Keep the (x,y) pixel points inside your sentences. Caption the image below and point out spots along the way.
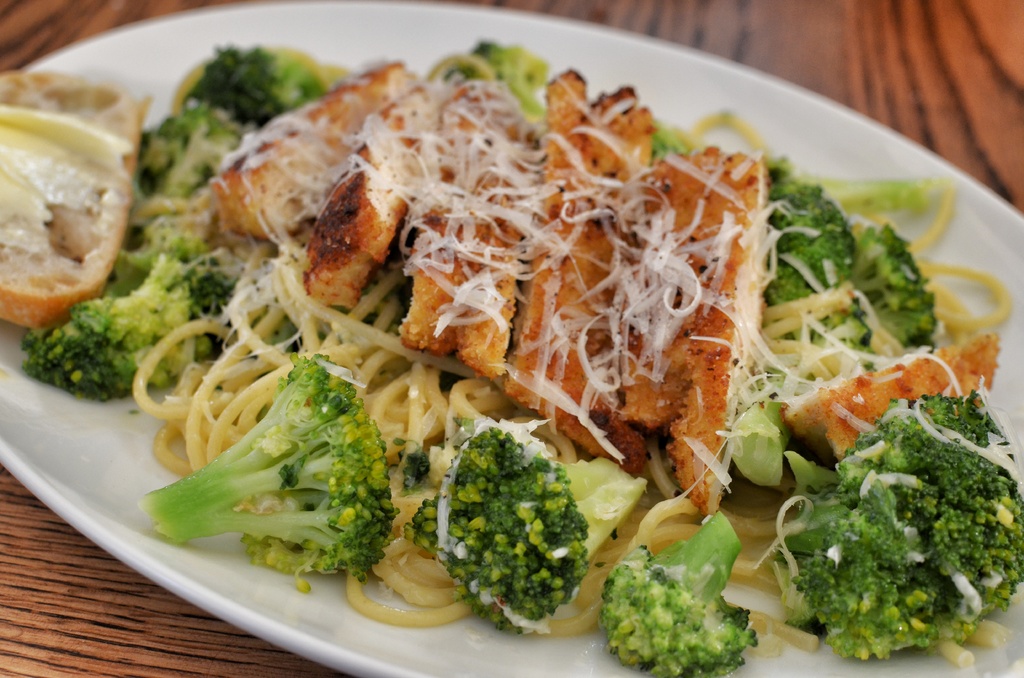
In this image we can see some food (505,389) containing bread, broccoli (522,474), noodles (269,391) and some cheese (466,241) in a plate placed on the table (486,2).
